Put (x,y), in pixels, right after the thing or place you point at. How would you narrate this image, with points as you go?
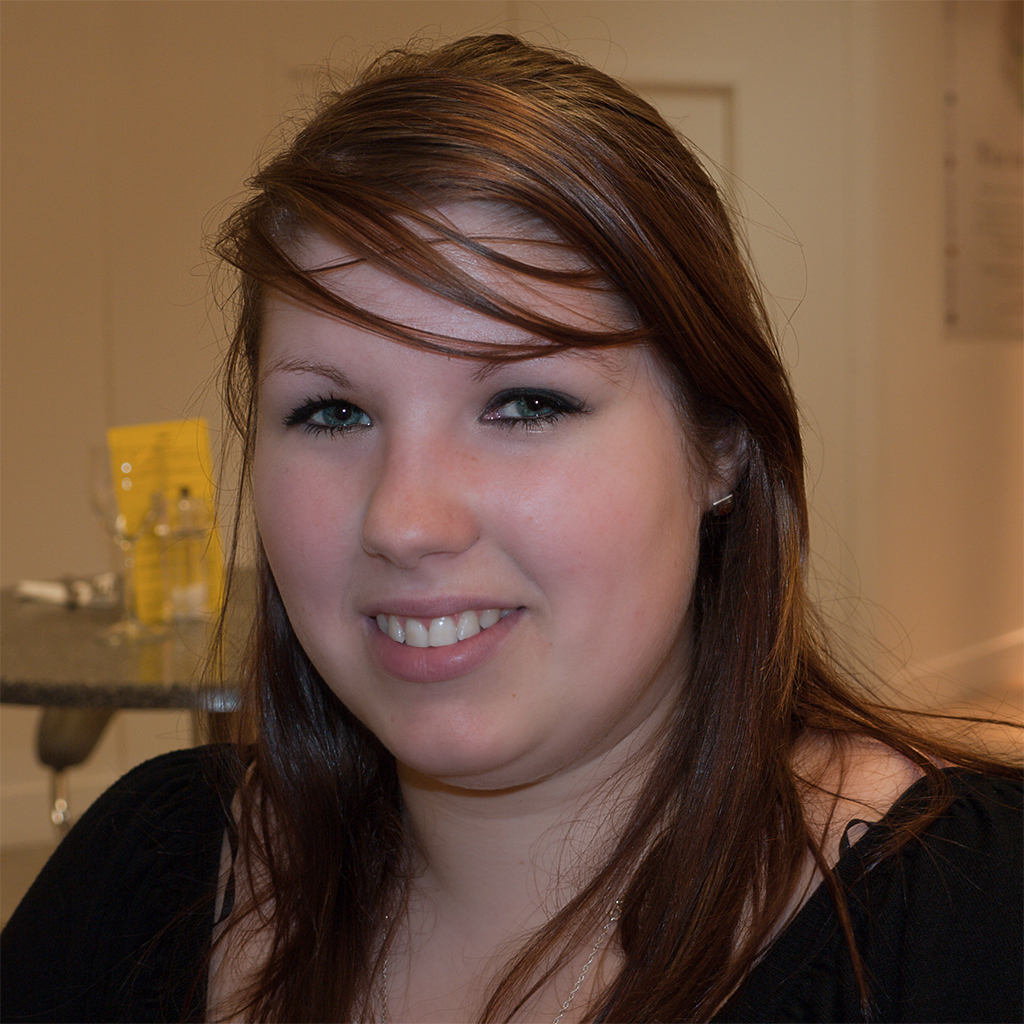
In this image I can see a woman (499,704) wearing black color dress (155,837) is smiling. In the background (159,666) I can see a table (141,664) with few objects (143,494) on it, a cream colored wall (175,90) and the door (721,126).
